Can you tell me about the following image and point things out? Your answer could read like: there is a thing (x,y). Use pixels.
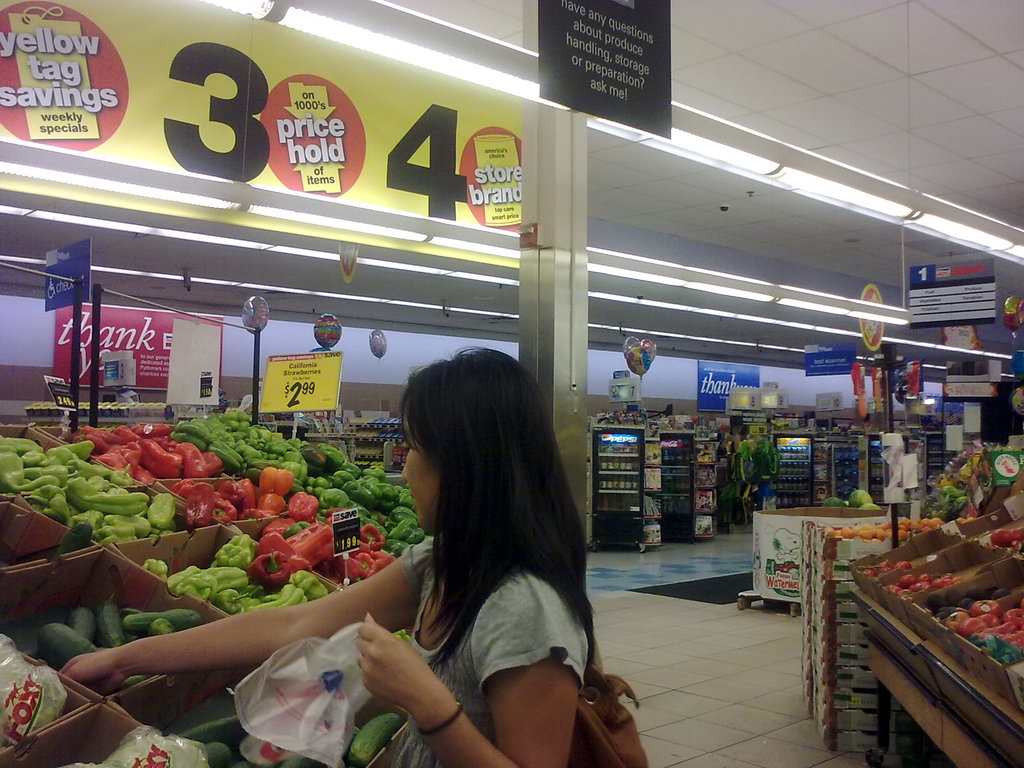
This picture is taken inside the vegetable market (808,748). In this image, in the middle (533,436), we can see a woman (531,652) wearing a backpack (639,759) and holding a cover (321,735) in her hand (410,705) is standing in front of the table (196,620), on the table (192,575), we can see some boxes (156,599) with some vegetables (270,563). On the right side (983,715), we can see a table (979,718), on the table (966,574), we can see some fruits (978,618) in the boxes (881,580). In the background (660,441), we can see a refrigerator (788,476), board (720,401), poster (711,387). At the top (874,63), we can see a roof (1019,190), at the bottom (764,636), we can see a floor (718,644) and a mat (716,596).
